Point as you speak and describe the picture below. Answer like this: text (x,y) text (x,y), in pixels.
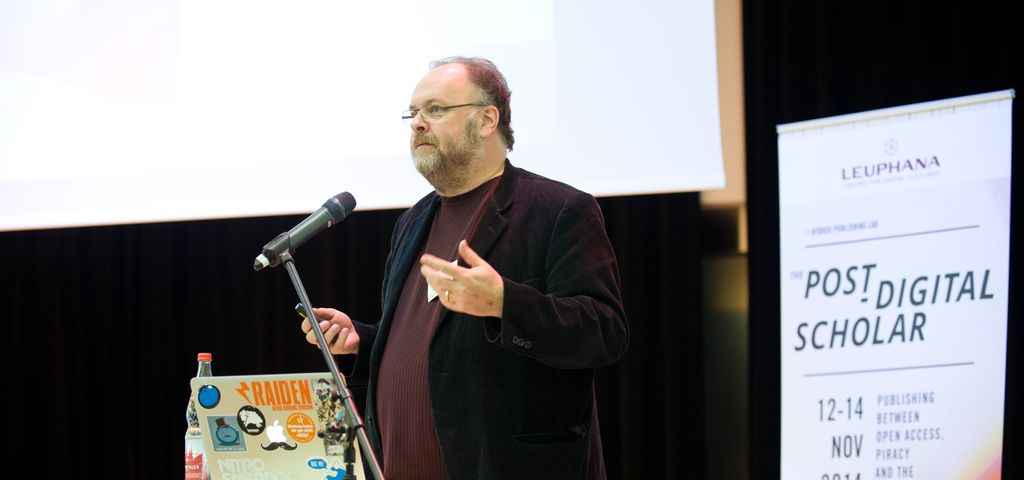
In the center of the image (512,269), we can see a person (446,215) standing and wearing glasses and holding an object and we can see a mic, bottle (193,406) and a laptop (271,437). In the background (812,353), there is board (823,175), a curtain (754,78) and a wall (738,159).
